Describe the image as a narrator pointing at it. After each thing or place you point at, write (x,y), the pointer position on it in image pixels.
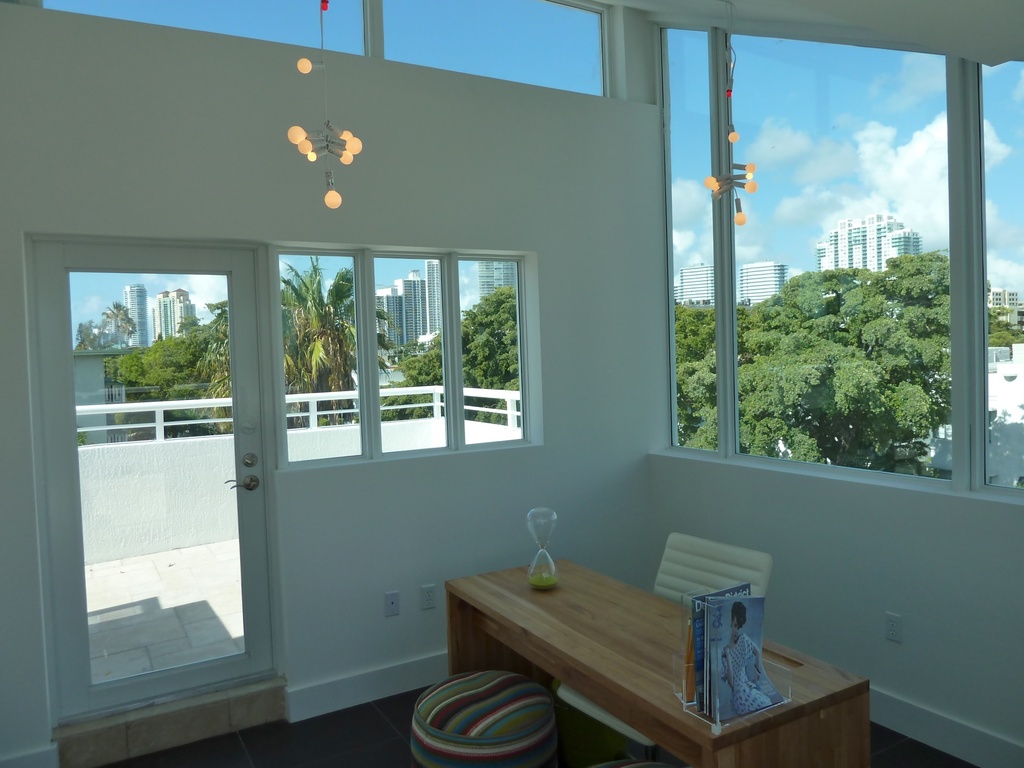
This picture is an inside view of a room (822,553). In this picture we can see a table (673,621), chair (699,570), books (702,624), floor (346,720), wall (357,541), door (250,491), handle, lights (316,143), windows (451,310), glass (842,440). Through glass (826,449) we can see the trees (314,325), buildings (497,279) and clouds (831,158) are present in the sky (838,168). At the bottom of the image (899,767) we can see the floor (897,749).
